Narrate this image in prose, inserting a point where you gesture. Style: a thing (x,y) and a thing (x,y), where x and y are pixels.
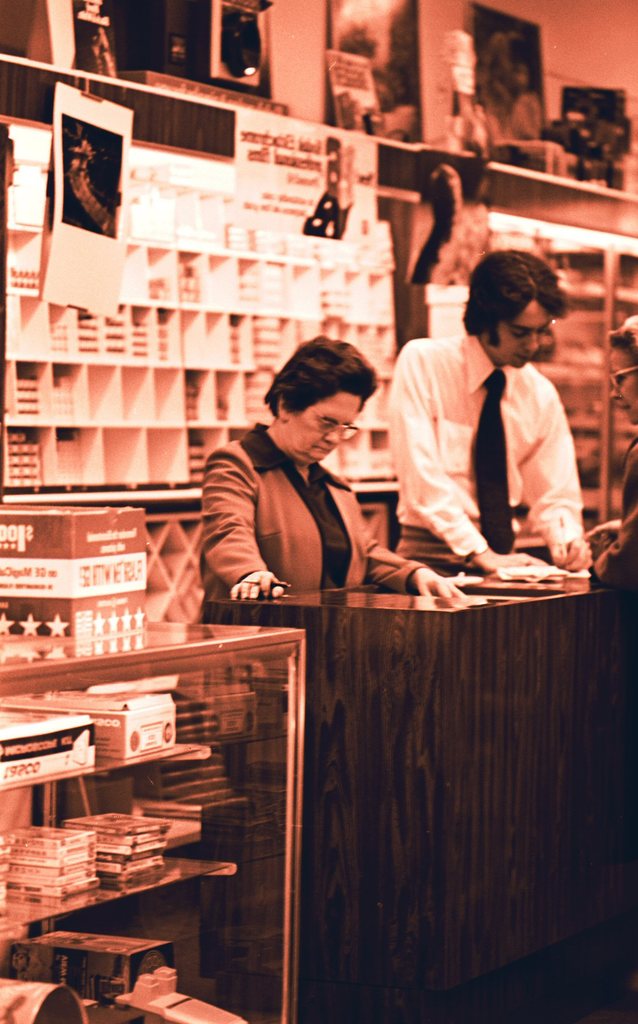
In this image I can see three persons (536,298) are standing on the floor (628,940) in front of a desk (515,742) on which I can see some papers (486,596), boxes (125,972) and so on. In the background (150,536) I can see shelves (219,284), boards (267,182), photo frames (400,50) and wall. This image is taken may be in a shop (265,788).
